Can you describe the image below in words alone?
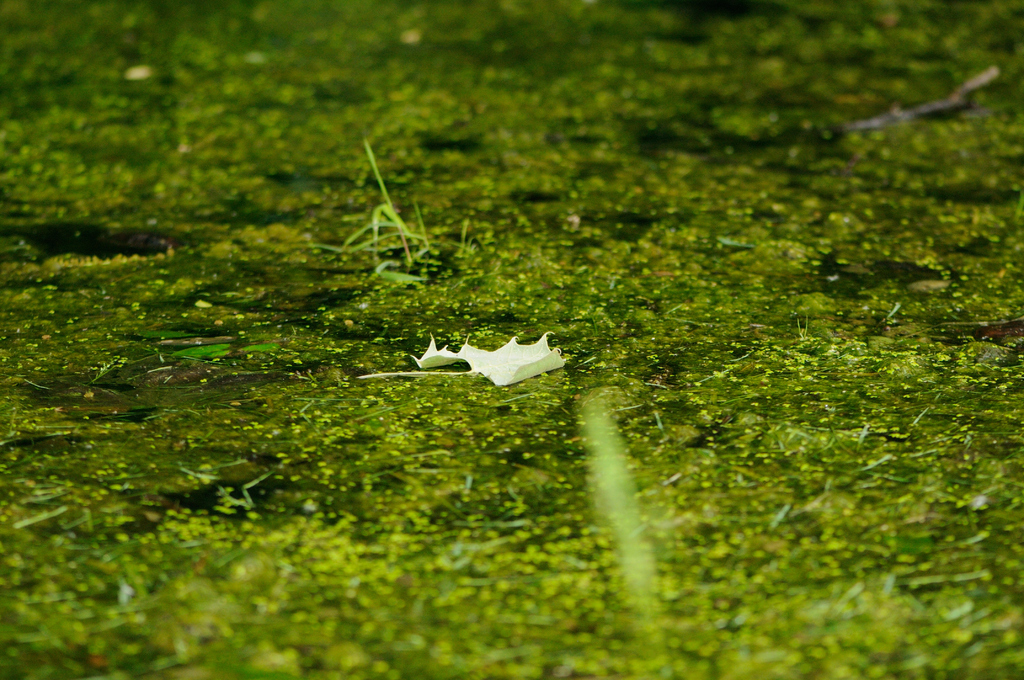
This image consists of a leaf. There is something in green color.
